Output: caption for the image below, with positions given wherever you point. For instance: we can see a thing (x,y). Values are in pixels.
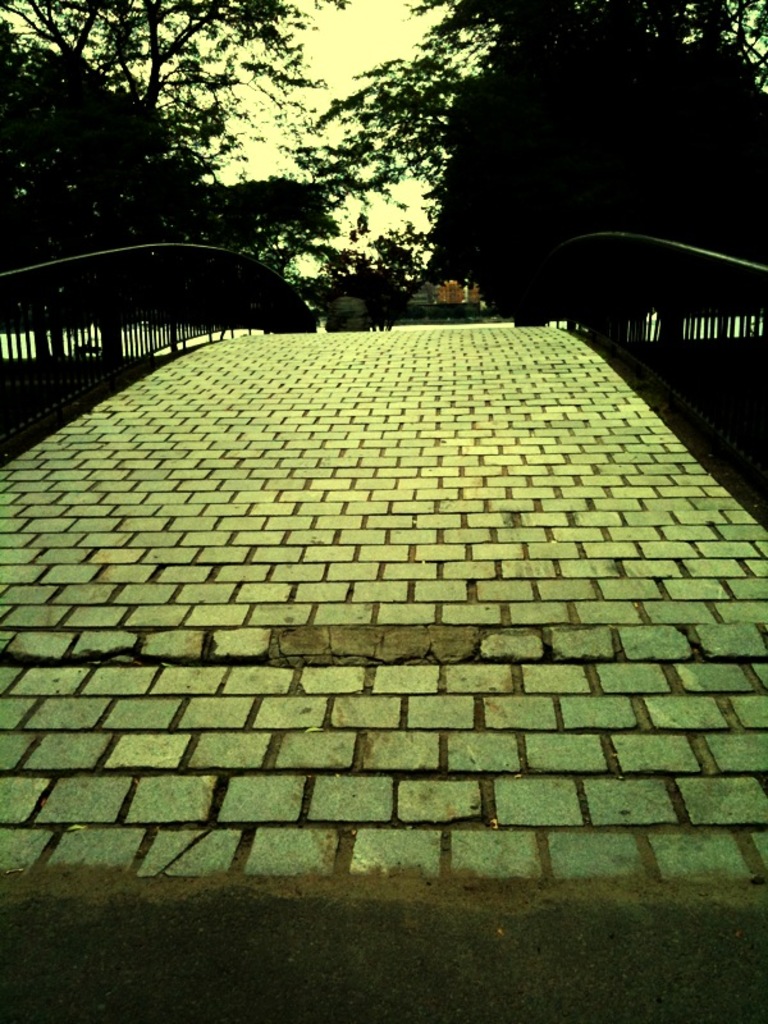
At the bottom of the picture (276,767), we see the pavement (432,650). On either side of the picture, we see the road railing (672,355). There are trees (392,240) in the background (461,125). At the top (356,20), we see the sky (335,126). This might be an edited image.
